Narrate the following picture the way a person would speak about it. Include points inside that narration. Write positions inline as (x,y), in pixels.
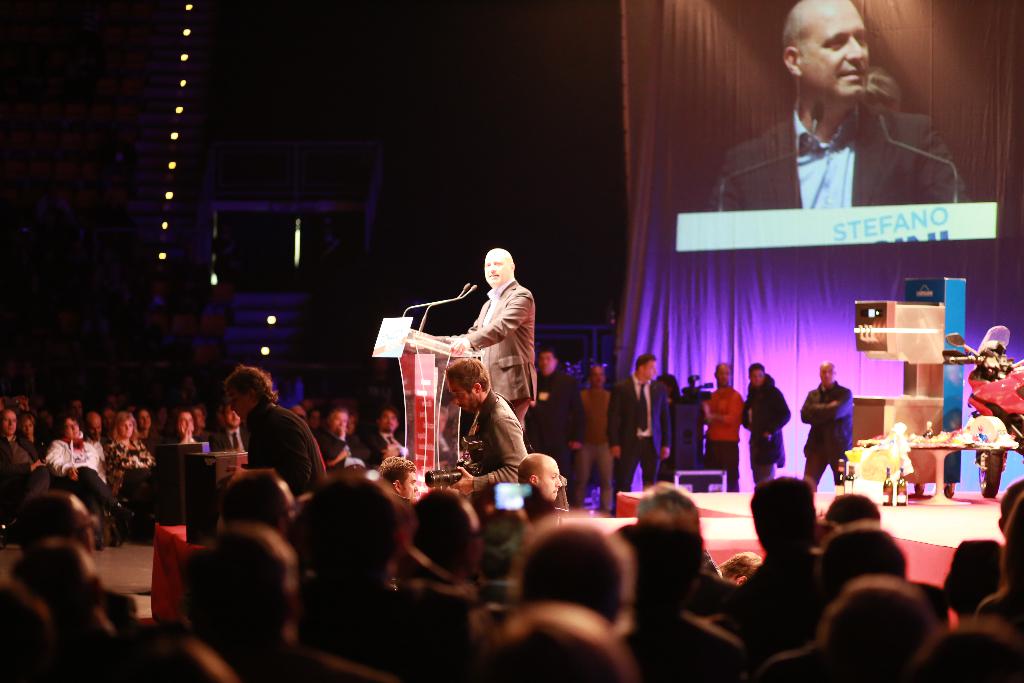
In the center of the image (513,281) we can see a man (498,266) is standing in-front of podium (435,371). On podium (435,371) we can see the mics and board (392,331). At the bottom of the image (446,645) we can see a group of people (443,596) are sitting on the chairs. In the middle of the image (516,432) we can see some persons (272,449) and some of them are sitting on the chairs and some of them are standing and also we can see two persons (483,472) are holding cameras (477,445). On the right side of the image (928,536) there is a stage (825,515). On the stage (886,524) we can see a table (935,465), vehicle (1008,378), machine (919,363) and some objects (897,443). In the background of the image (800,178) we can see the lights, screen (684,227). At the top (355,97) the image is dark. At the bottom of the image (111,549) we can see the floor (146,550).
